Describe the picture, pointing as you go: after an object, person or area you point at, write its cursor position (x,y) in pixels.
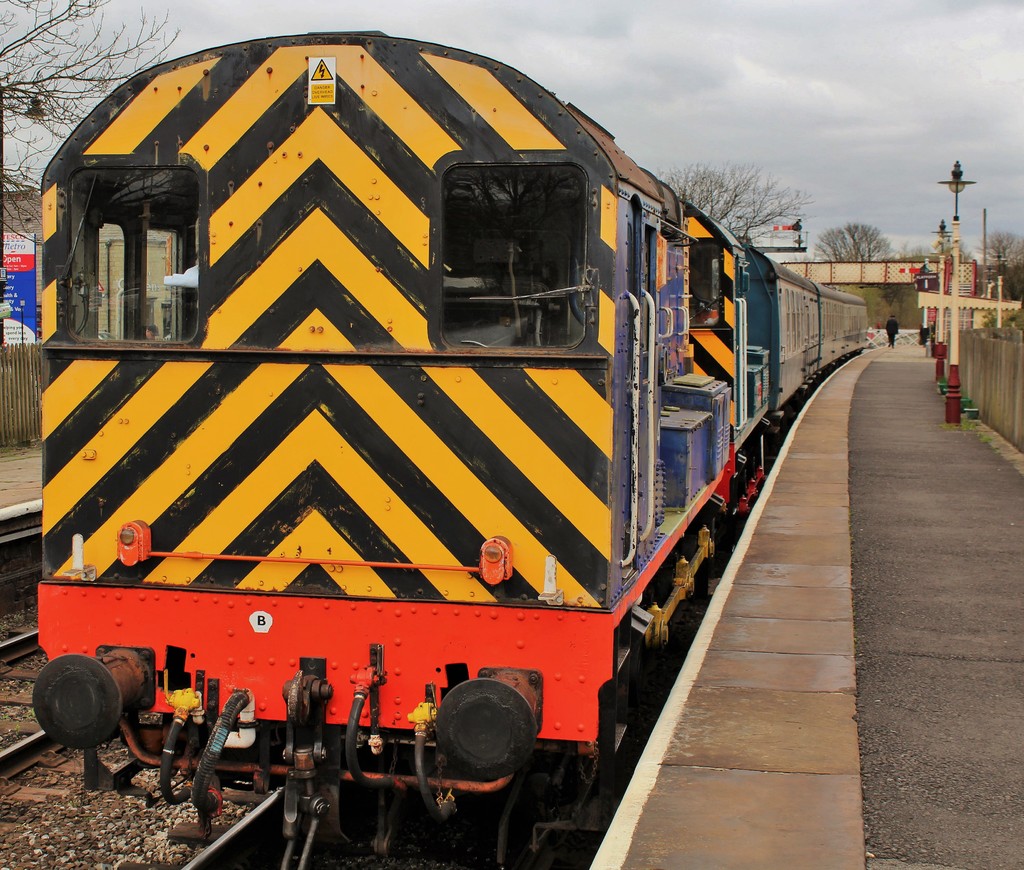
In this image we can see a train (453,536), there are railway tracks (231,814), platform (829,646), trees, light poles (2,146), there is a board (6,323) with some text (30,327) on it, there are houses (16,229), also we can see the sky (678,74).
